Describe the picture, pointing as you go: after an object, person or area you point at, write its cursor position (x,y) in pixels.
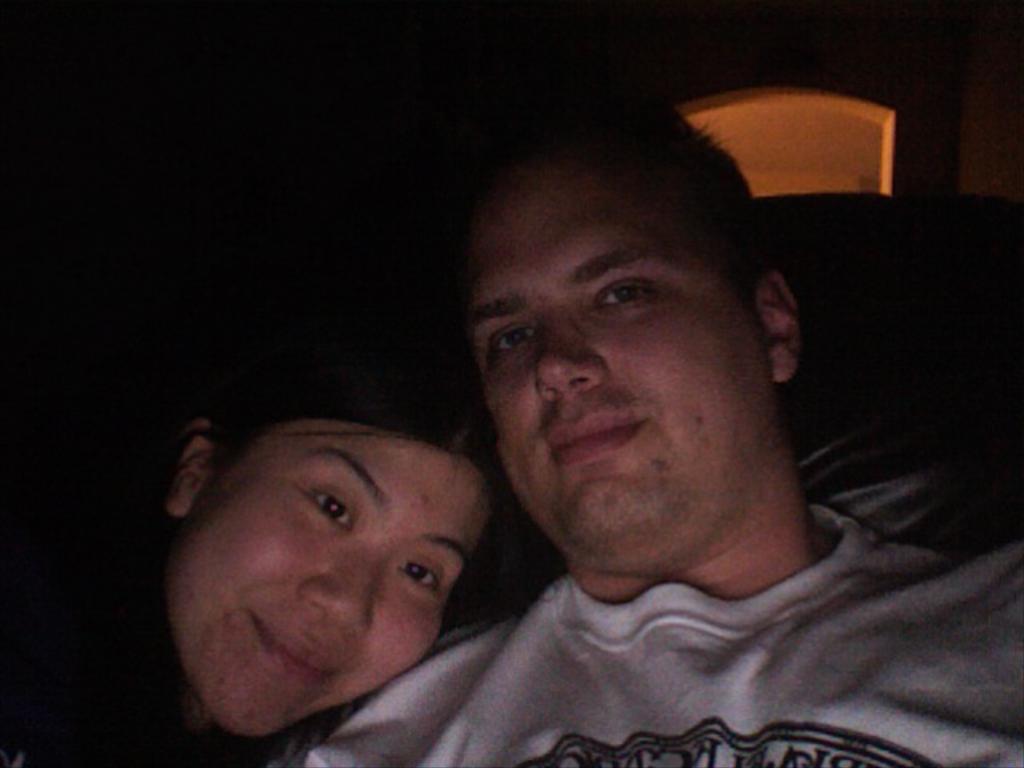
In this image we can see two people (556,582), a man (556,582) and a woman (326,560) with dark background (268,97).
